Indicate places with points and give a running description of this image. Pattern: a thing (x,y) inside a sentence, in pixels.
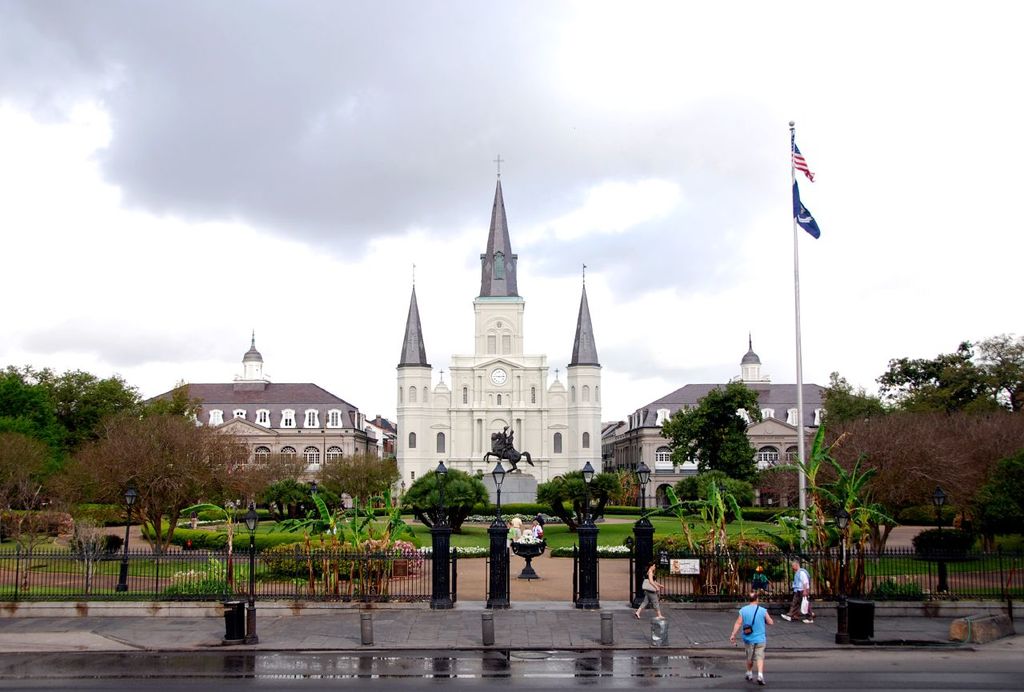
In this image few people (647,599) are walking on the pavement (777,639) and a person (762,638) is walking on the road (776,670). There is a fence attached to the pillars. Behind there is a planter (531,559). Few street lights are behind the fence (880,584). Few plants (333,510) and trees (477,507) are on the grassland (473,526). There is a statue (505,438). Behind there is a building (472,393). Background (75,434) there are buildings (759,429) and trees (737,453). Right side (802,211) there is a pole (794,251) having a flag (799,195). Top of the image (787,186) there is sky (281,138).
